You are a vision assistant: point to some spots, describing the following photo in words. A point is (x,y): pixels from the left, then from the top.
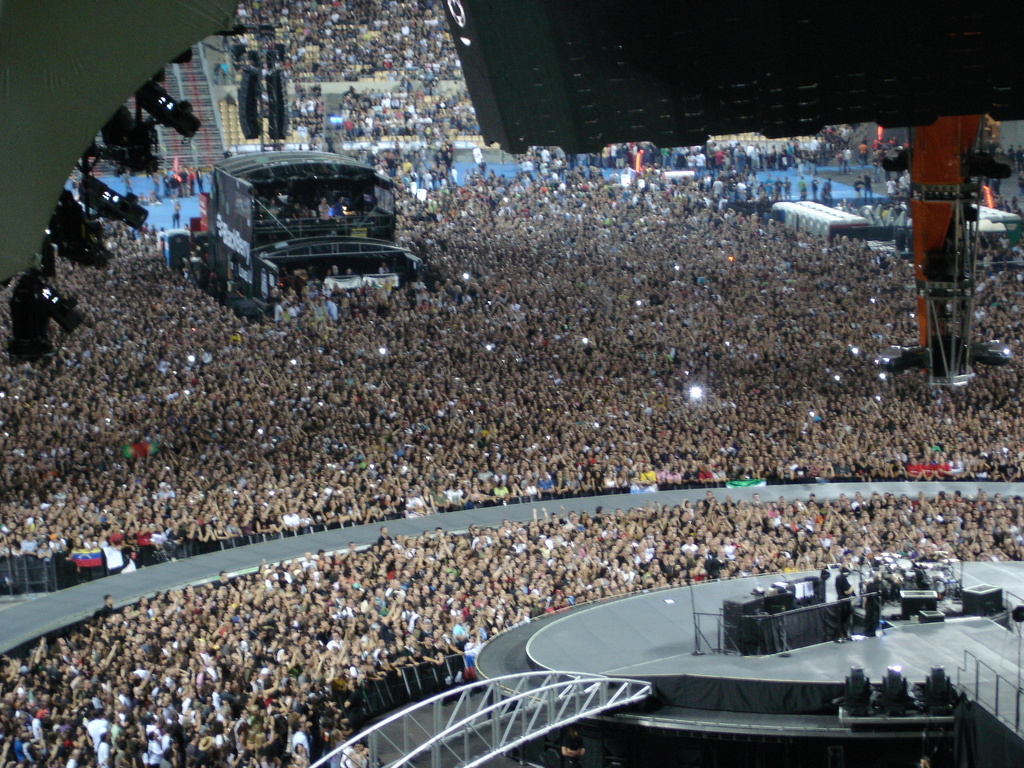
This image might be taken at concert. At the bottom of the image (863,685) we can see dais (875,682), lights (886,675) and persons (848,584) performing on dais (881,653). In the background (198,407) there are lights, pillar (937,165) and crowd (440,170).
